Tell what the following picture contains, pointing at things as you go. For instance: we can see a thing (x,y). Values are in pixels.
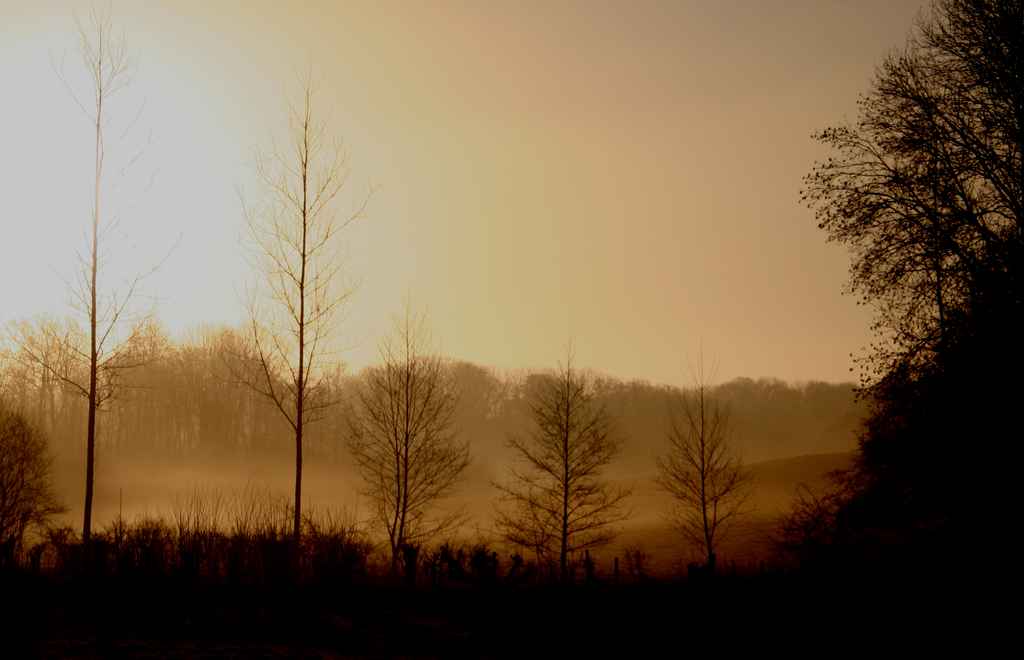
These are the trees (973,347) at the down side of an image, at the top (544,194) it is the sky (446,190).
